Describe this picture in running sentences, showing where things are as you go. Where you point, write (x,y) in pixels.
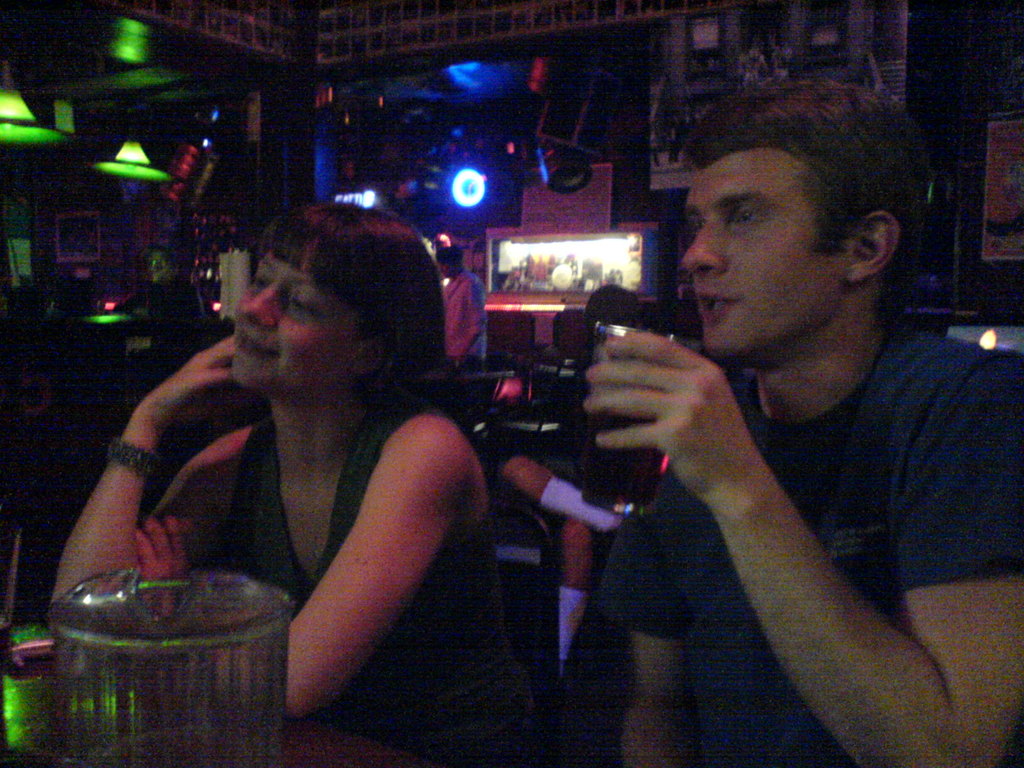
In front of the picture, we see a man (763,380) and the women (350,424) are sitting on the chair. The man (688,624) is holding a glass (658,440) in his hand (683,359). In front of them, we see a table (312,749) on which glass jar (140,686) and a glass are placed. Behind them, we see the chairs (535,396). We see a man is standing. On the left side (219,305), we see some objects (199,254) and the lights (159,175) in green color. In the background (538,228), we see a rack (556,267) in which some objects (514,279) are placed. We see a wall (610,178) on which posters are pasted and we see a blue color light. In the background (499,167), it is dark. This picture might be clicked in the bar (522,105).
